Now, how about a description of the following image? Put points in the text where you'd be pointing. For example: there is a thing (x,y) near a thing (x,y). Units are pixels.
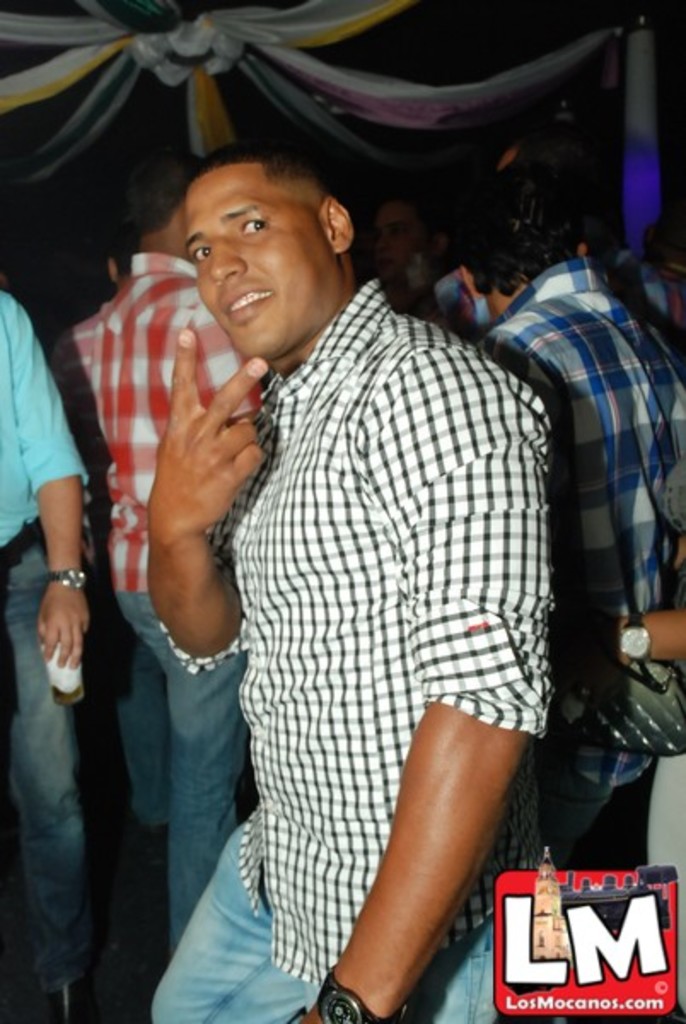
In this image we can see some people (475,772) standing. On the backside (45,719) we can see a person (44,749) holding a glass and the roof (31,7) is decorated with a cloth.
